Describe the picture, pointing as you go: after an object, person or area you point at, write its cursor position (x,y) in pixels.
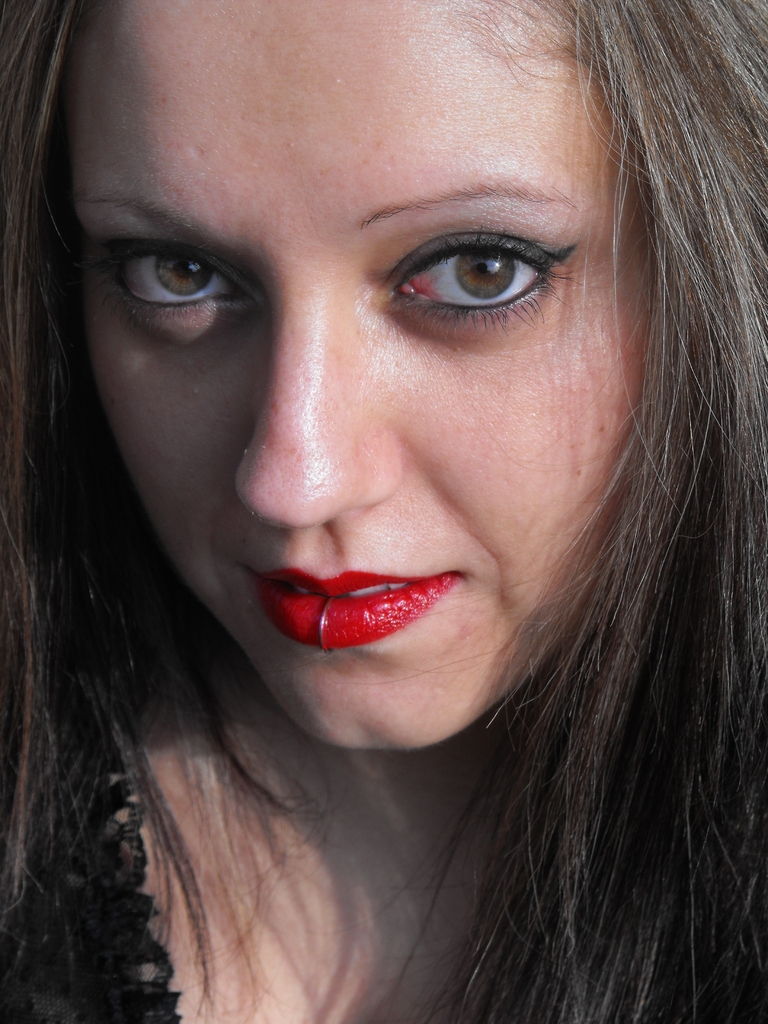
In this image we can see a lady (277,604).
